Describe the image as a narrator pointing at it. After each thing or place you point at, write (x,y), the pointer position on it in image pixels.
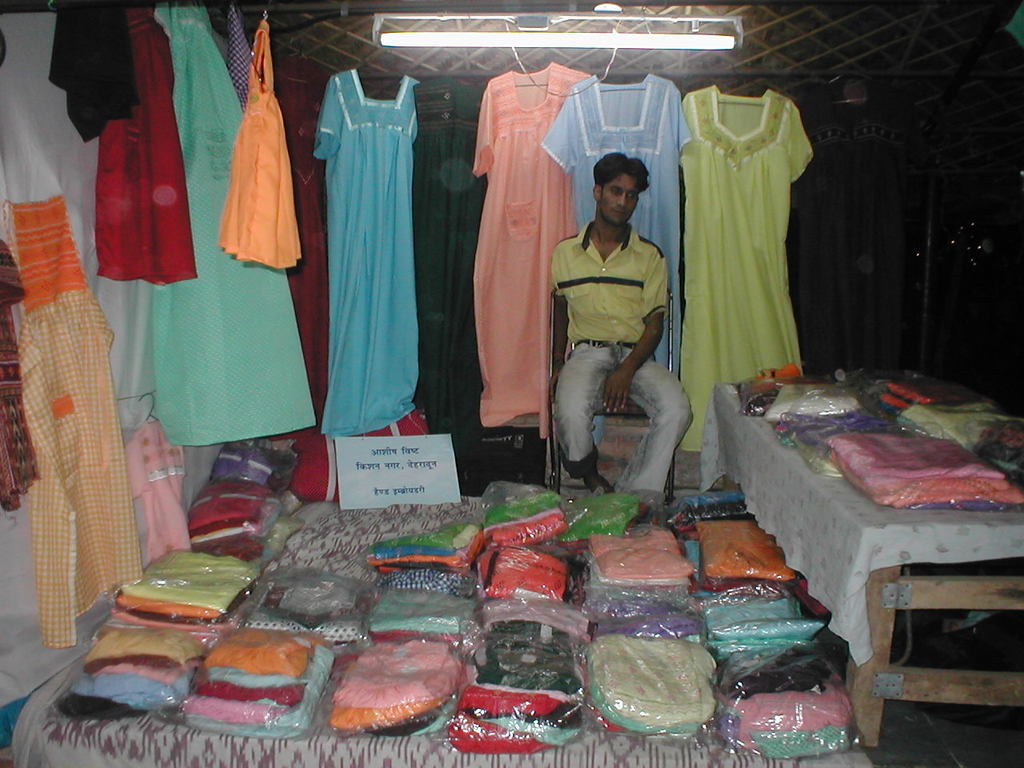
In this picture we can see clothes (525,629) packed in packets (328,596) and there are tables (373,739). In the middle of the picture (460,329) there are dresses (513,220) and a person (601,367) sitting in chair (551,414). At the top (517,45) we can see light (583,41). In the center (411,464) there is a name board (415,458).
